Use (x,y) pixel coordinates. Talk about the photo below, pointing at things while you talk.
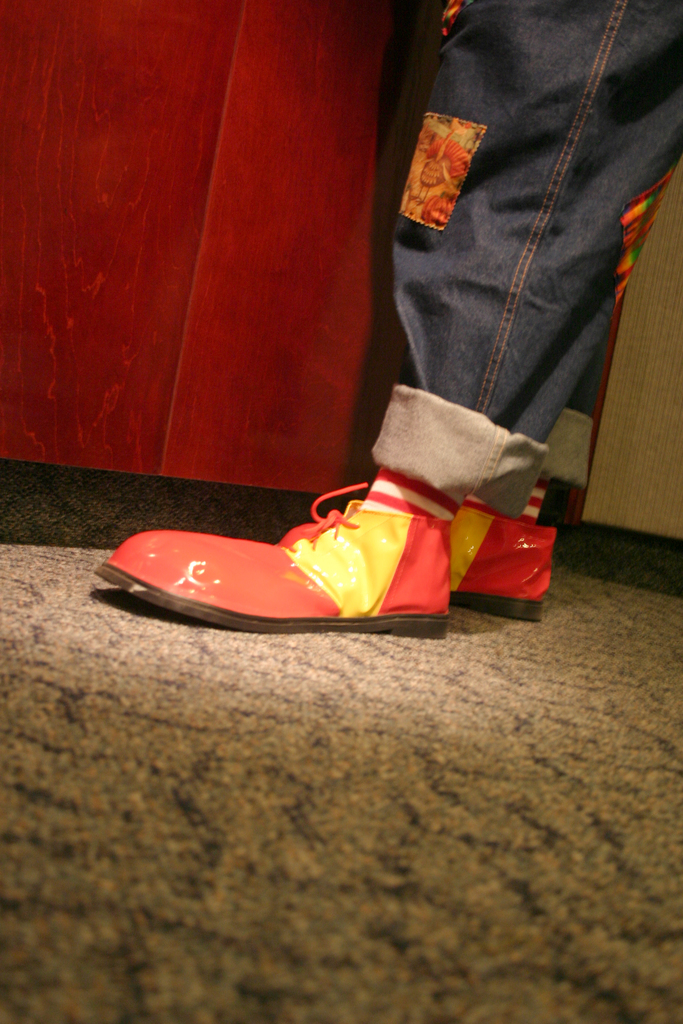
in this image there is one person (505,446) standing at right side of this image (483,415), there is one object (268,342) is at top left side of this image (186,232).
